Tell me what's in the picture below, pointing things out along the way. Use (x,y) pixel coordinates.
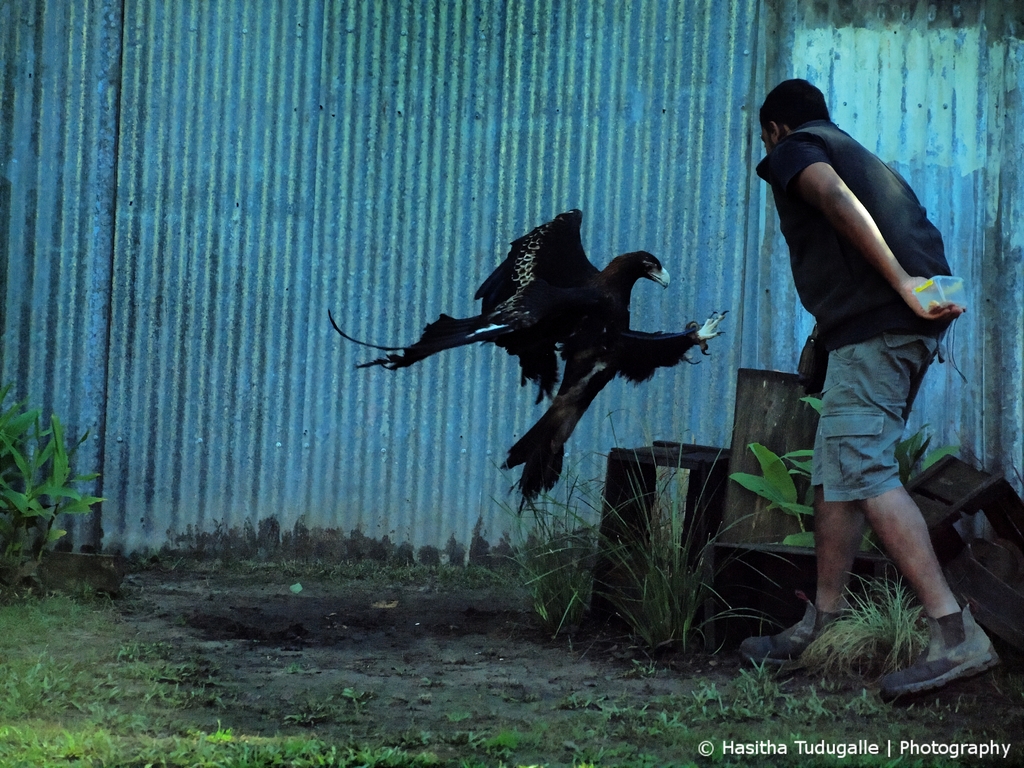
Here in this picture we can see a person (829,192) standing on the ground (809,675) over there and he is holding a box (940,295) in his hand (915,300) and in front of him we can see a bird (625,286) flying over there and we can see metal sheets (70,139) used as a wall (793,53) over there and we can see some boxes (745,523) present on the ground (126,677) and we can see plants (27,417) and grass (72,661) present on the ground (72,661) over there.
